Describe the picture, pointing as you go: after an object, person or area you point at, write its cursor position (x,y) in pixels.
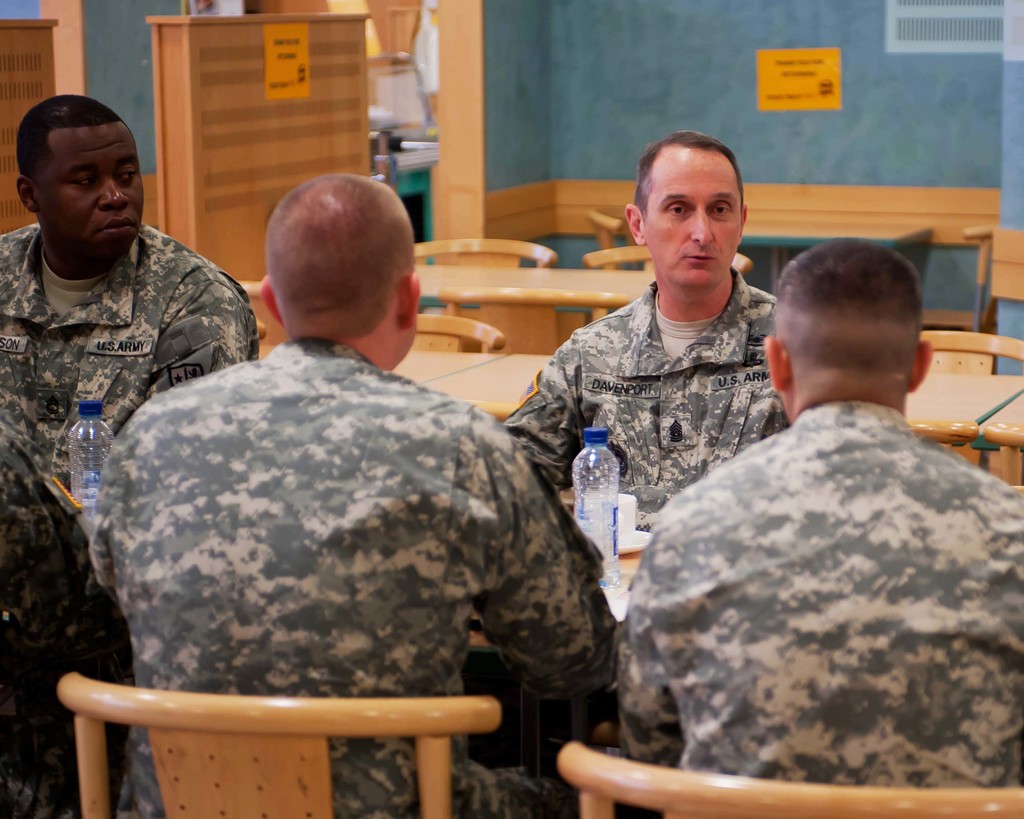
In the image there are a group of army officers (550,517) sitting around a table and on the table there two water bottles (603,487) and behind them there are many empty tables (892,241) and chairs (491,245), in the background (662,67) there is a wall (776,114).
